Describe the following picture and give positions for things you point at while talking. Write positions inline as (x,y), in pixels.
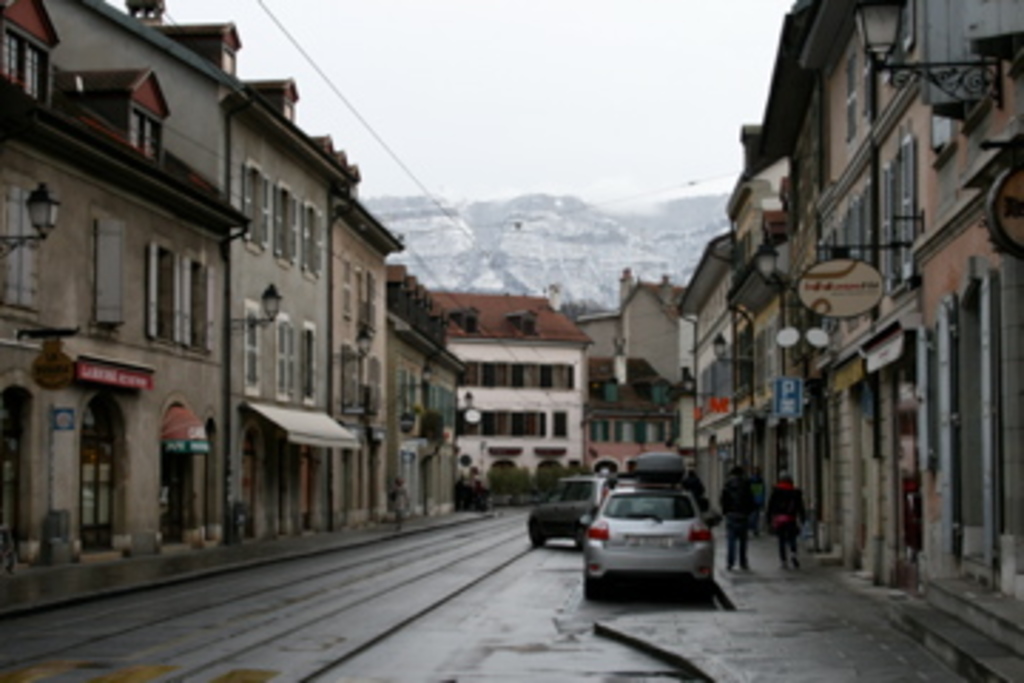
Vehicles (579,515) are on the road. In this image we can see buildings (450,341), people (731,497), boards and plants (532,487). Background (571,37) we can see the sky (570,55).
